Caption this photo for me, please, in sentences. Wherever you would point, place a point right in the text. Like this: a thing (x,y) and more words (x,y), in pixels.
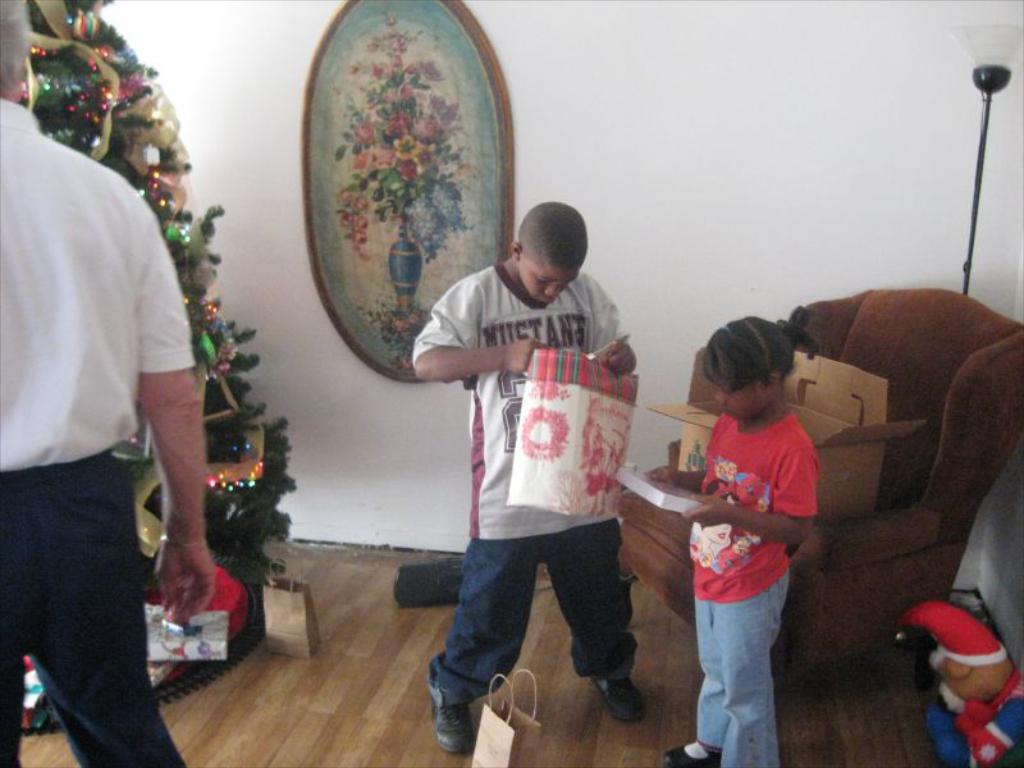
In this image there are two children (584,317) and a person (190,343) in the room (544,400), the children (532,281) are holding boxes (529,415), there is a cardboard box (846,460) on the sofa (952,370), a light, a frame (478,105) attached to the wall (377,540), few carry bags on the floor (526,649), a toy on the floor (378,647) and the Christmas tree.
